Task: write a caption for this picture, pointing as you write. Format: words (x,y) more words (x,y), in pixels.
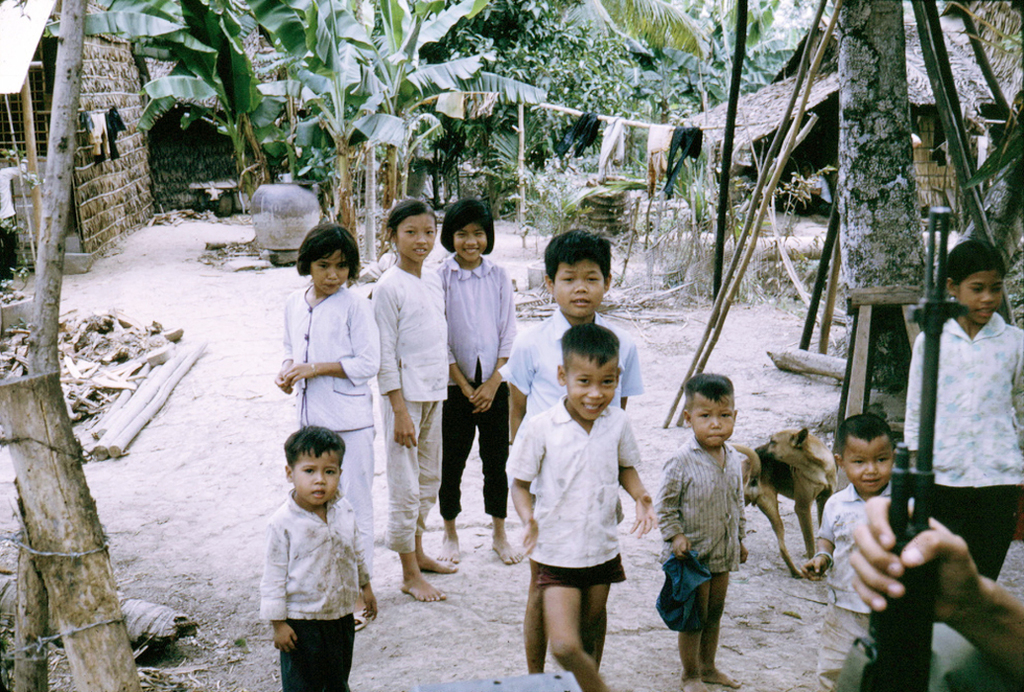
There is a group of people (485,495) and a dog (798,490) present at the bottom of this image (322,517). There is one person (956,626) holding a gun (903,513) as we can see in the bottom right corner of this image (916,601). There are trees (889,233) and other objects (283,224) present in the background (806,201).
